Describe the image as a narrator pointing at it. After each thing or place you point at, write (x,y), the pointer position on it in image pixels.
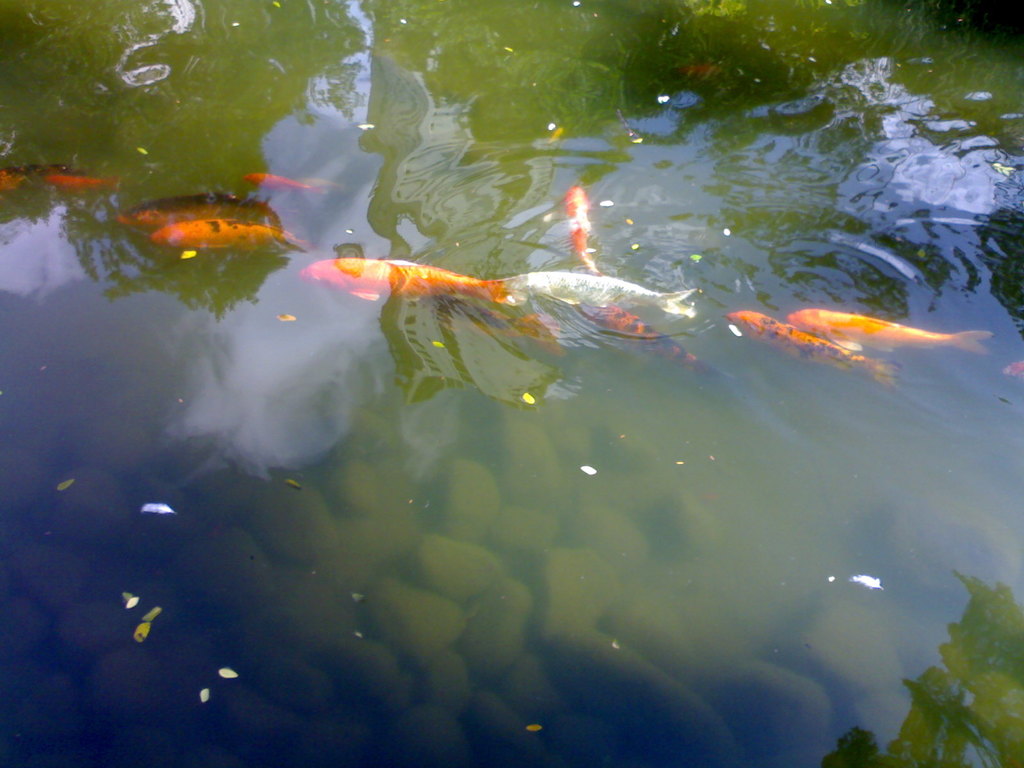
In this image, we can see some fish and stones (712,712) in the water (416,580).
